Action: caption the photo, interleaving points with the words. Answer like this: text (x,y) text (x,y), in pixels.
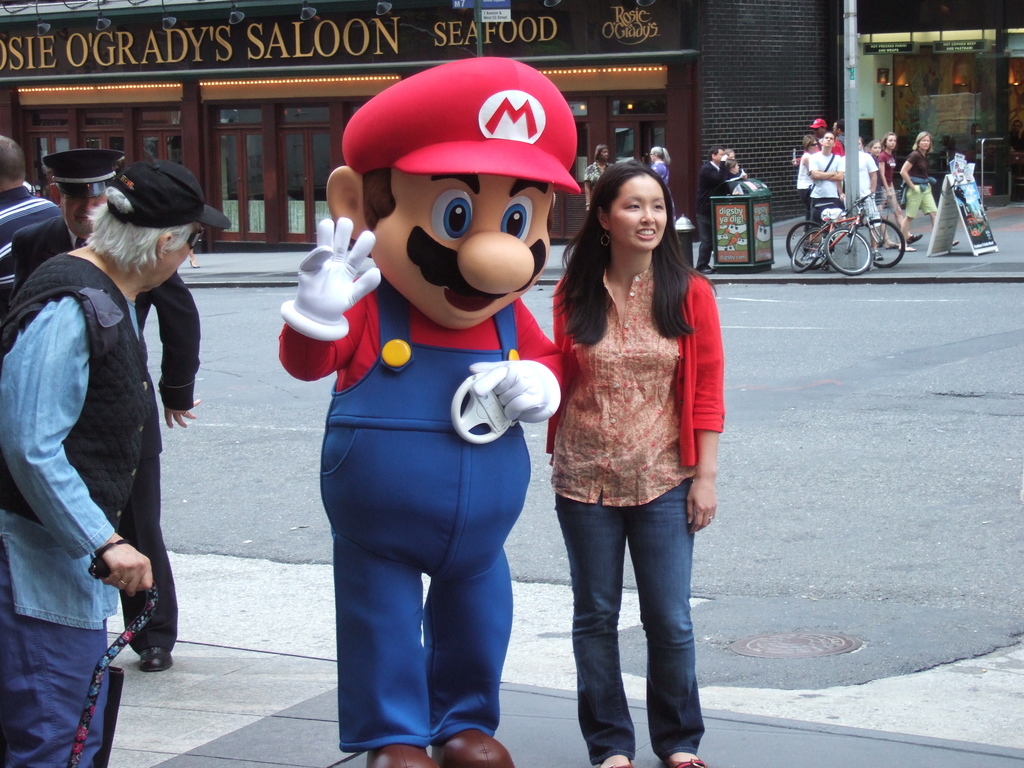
In this image we can see a few people (605,362), there are bicycles (798,265), poles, boards (934,252) with some text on it, there is a man (54,404) holding a cane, there are houses (746,89), windows (59,142), a person (488,328) is wearing a different costume (406,401), there are lights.
